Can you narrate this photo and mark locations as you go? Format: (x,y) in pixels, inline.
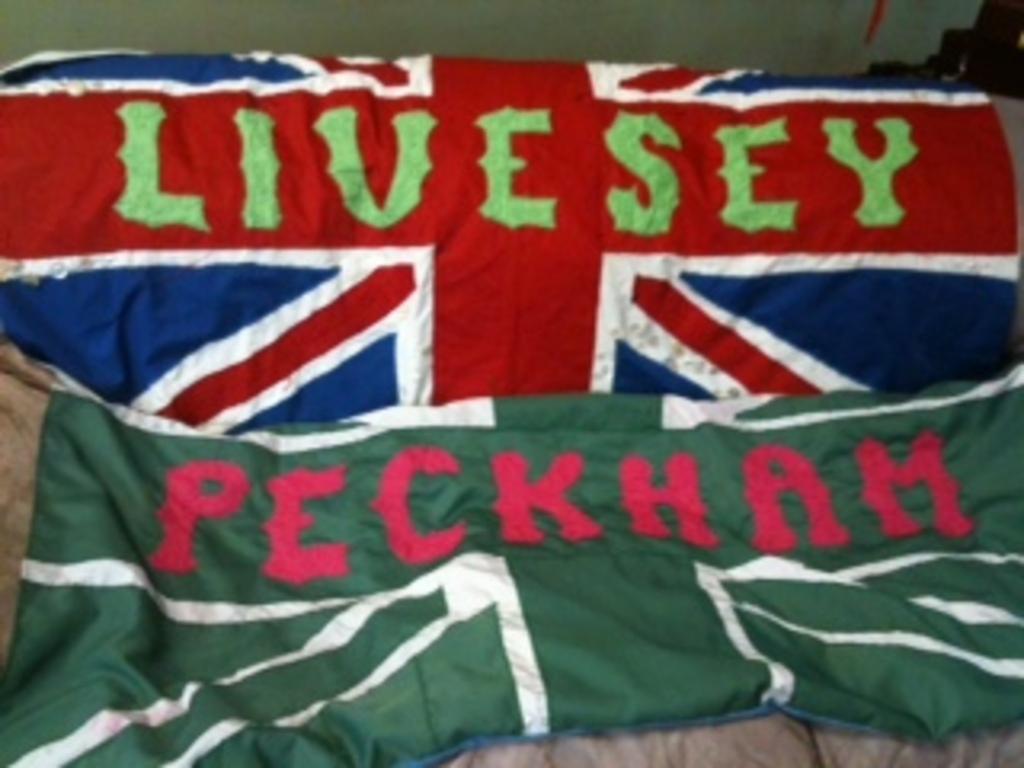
In this image we can see the flags (643,410) with some text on them.
